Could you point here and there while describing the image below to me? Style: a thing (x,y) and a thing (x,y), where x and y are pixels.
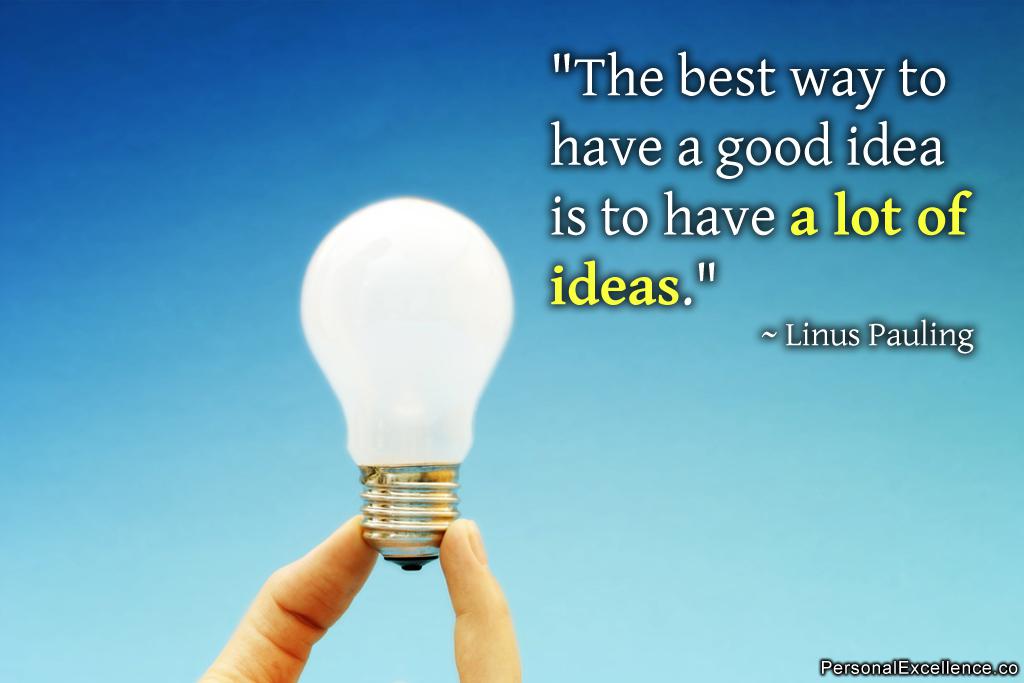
In the image we can see the poster (596,300), in the poster (521,558) we can see human fingers (494,609) holding a bulb (398,281) and here we can see the text (779,147).
